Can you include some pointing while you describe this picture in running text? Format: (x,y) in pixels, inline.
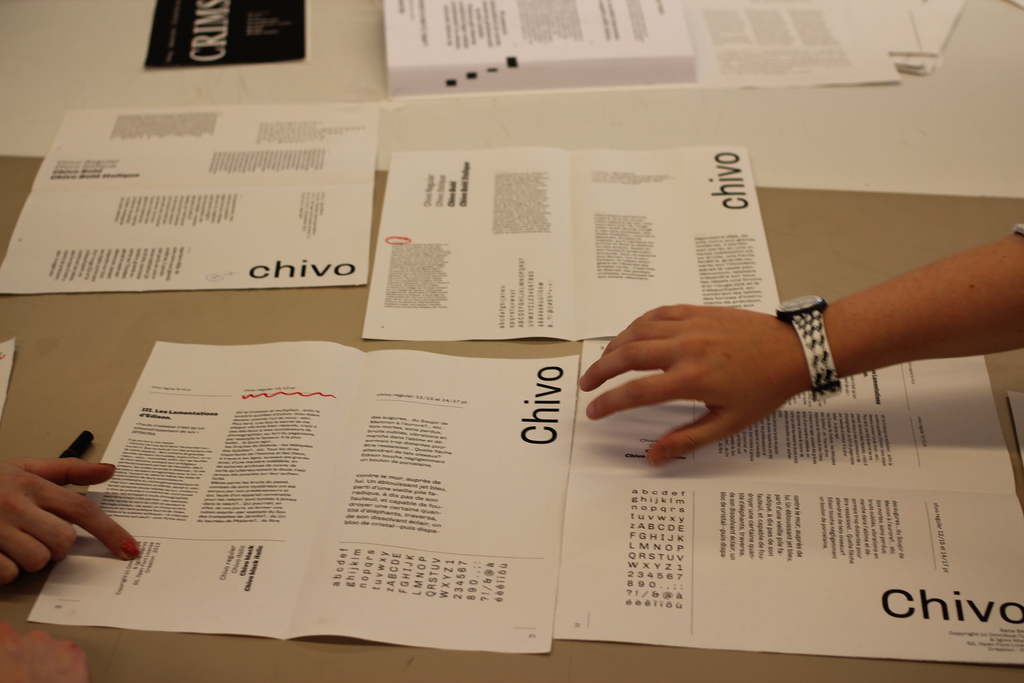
In this image we can see papers (273,596) on the table (38,93). There are persons hands (616,394).
